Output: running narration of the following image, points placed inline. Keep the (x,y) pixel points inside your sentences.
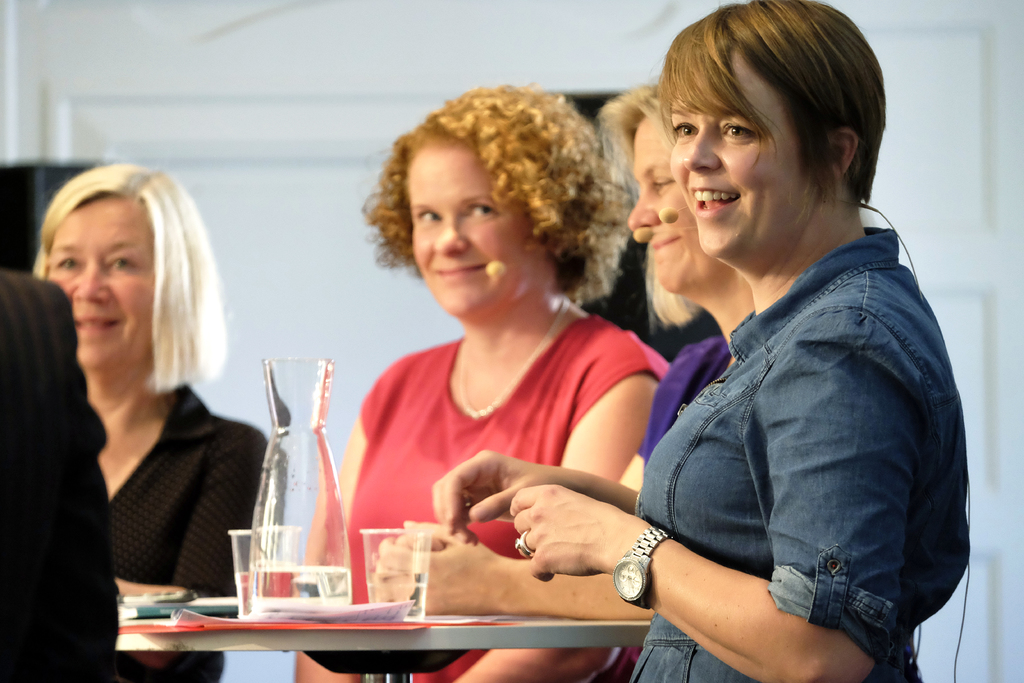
In this image we can see five people (589,367). There are many objects (379,551) on the table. There is a white color wall (320,45) in the image.
